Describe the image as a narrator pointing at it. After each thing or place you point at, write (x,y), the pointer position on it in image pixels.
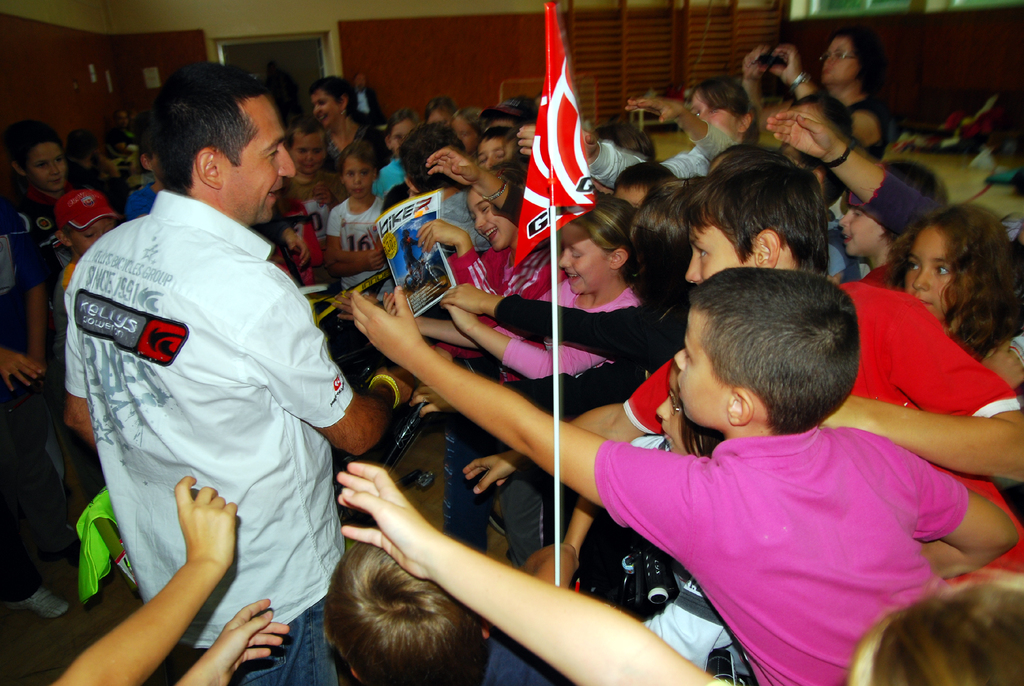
In this image I can see number of people (182,311) and children (442,201) are standing. In the front (546,241) I can see a red colour flag (548,204) and I can see this image is little bit blurry in the background (515,102).
